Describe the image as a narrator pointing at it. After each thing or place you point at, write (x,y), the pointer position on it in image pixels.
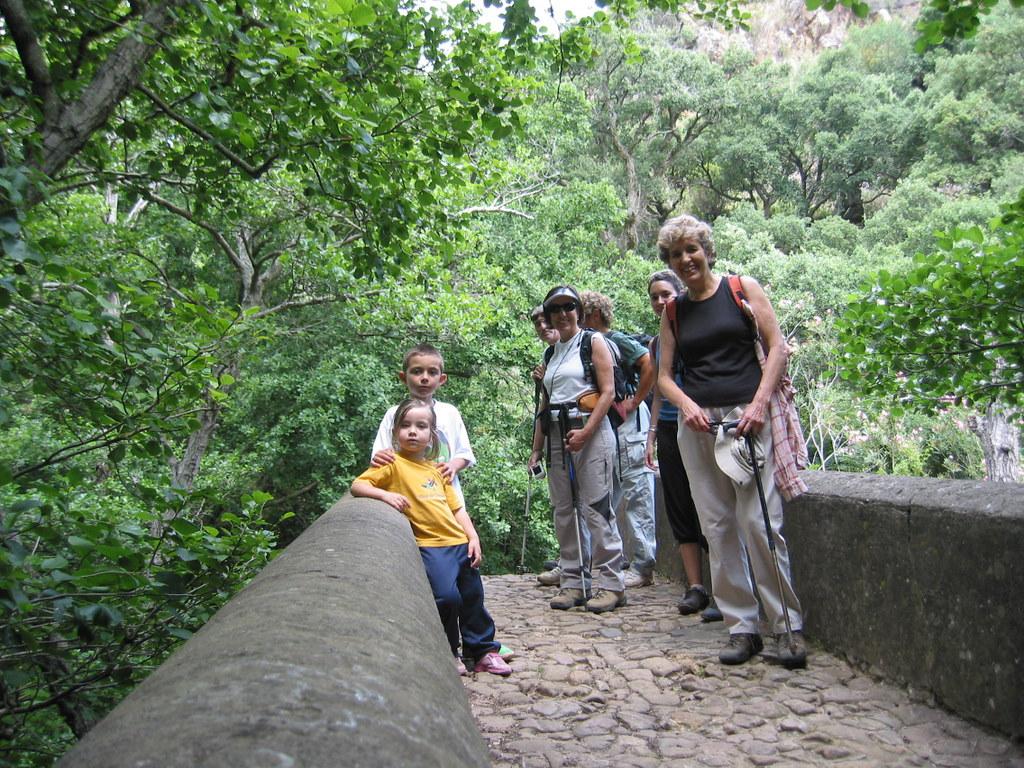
On the right (760,558) there is a woman (691,336) who is wearing black top (728,363), beige trouser (748,590) and shoe (804,651). She is holding stick (751,433) and cap (760,445). Behind her we can see group of persons (575,378) standing near to the wall (790,551). Here we can see two children (427,393) who are standing on this bridge (530,714). In the background (855,205) we can see many trees (417,209). On the top right (760,20) there is a mountain (776,53). Here it's a sky (553,2).
